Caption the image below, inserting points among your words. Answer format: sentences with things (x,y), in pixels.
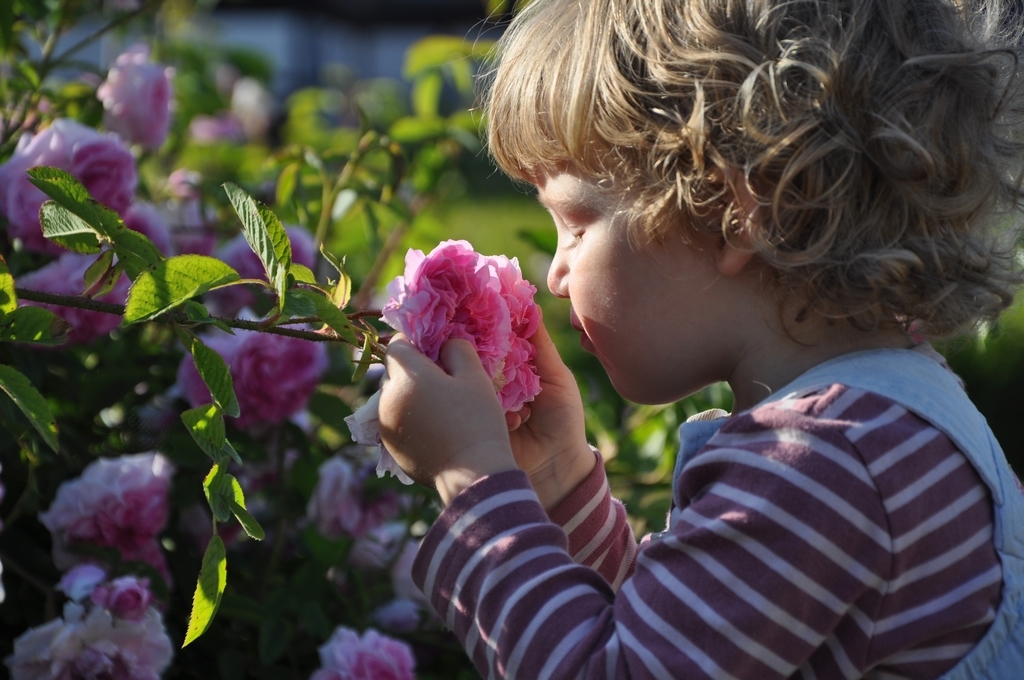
On the right side of the image (765,407) we can see a kid (756,456) is holding a flower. On the left side of the image (207,439), we can see plants (250,484) with flowers (131,479). In the background (246,488), we can see it is blurred.
